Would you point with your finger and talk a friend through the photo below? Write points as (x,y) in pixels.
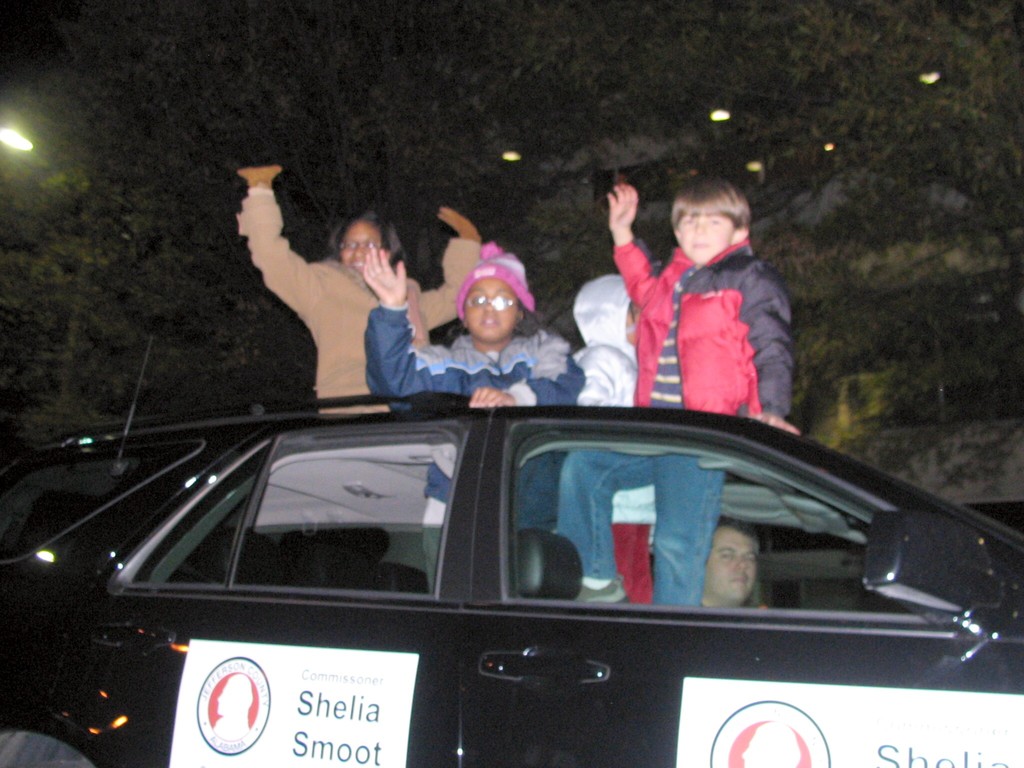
In this image i can see few people (736,580) in a car (425,623), one of them is sitting in a driver seat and the other are standing out through the car (685,433), and in the background (546,123) i can see trees (476,59) and lights (1,142).
